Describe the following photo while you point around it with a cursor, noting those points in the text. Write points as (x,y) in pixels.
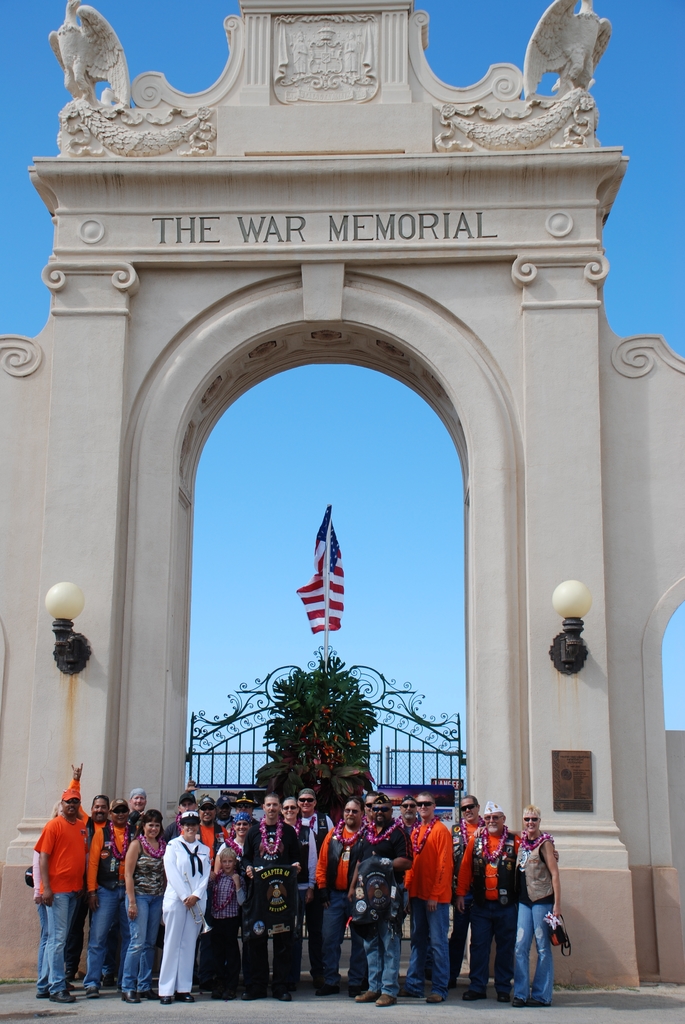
This image looks like a building (518,810), there is a road (426,1021) at the bottom (466,1020). We can see people (311,843), a plant (330,788), a flag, a gate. There are lights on the wall (2,670), we can see the text (461,218). And there is sky (17,43) at the top (597,99).
